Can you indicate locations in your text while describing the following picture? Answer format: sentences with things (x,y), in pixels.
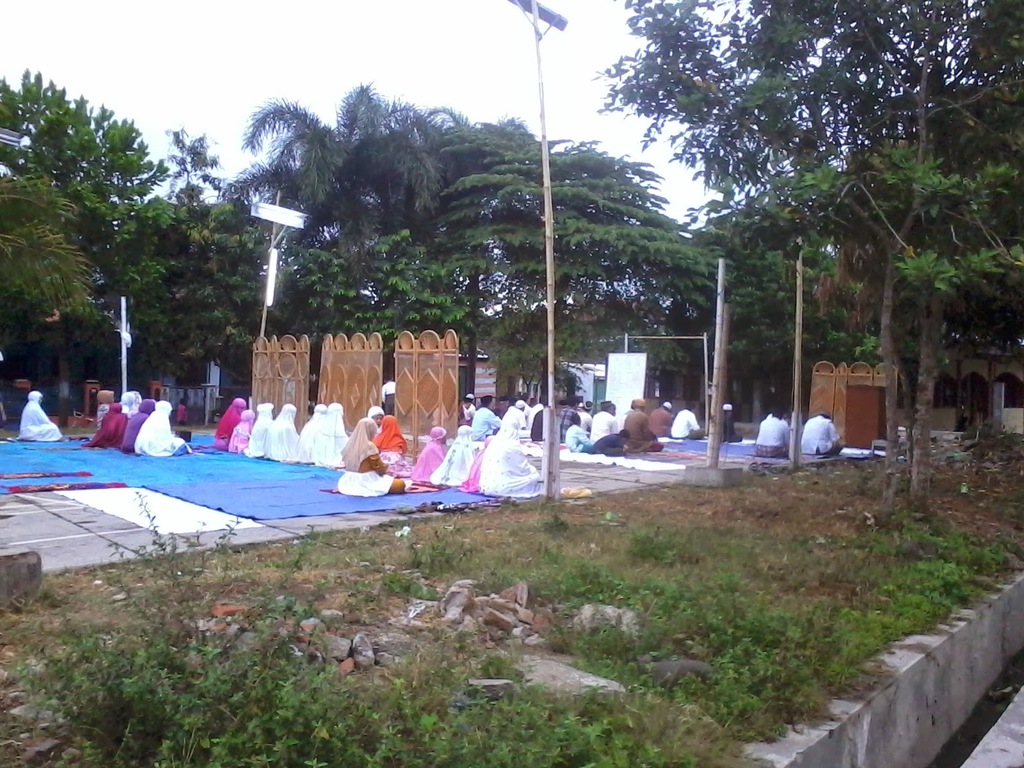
In this image, in the middle (518,461) there are trees (595,302), people (519,459), grass (507,525), plants (699,588), bricks (467,600), sticks (548,180), poles (717,406), sky (365,63).
